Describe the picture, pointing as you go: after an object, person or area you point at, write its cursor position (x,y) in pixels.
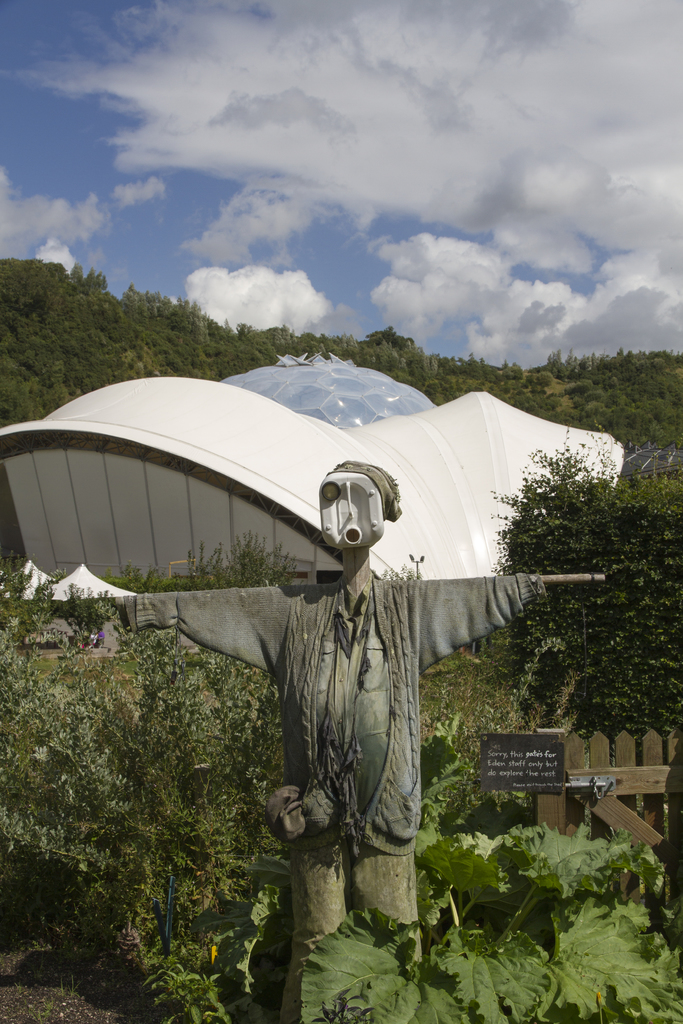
In the center of the image (273,593) there is a depiction of persons (392,597). In the background of the image (389,369) there are trees (171,355). There is a house (90,525). In the background of the image (391,294) there is sky (382,56) and clouds (245,183).
